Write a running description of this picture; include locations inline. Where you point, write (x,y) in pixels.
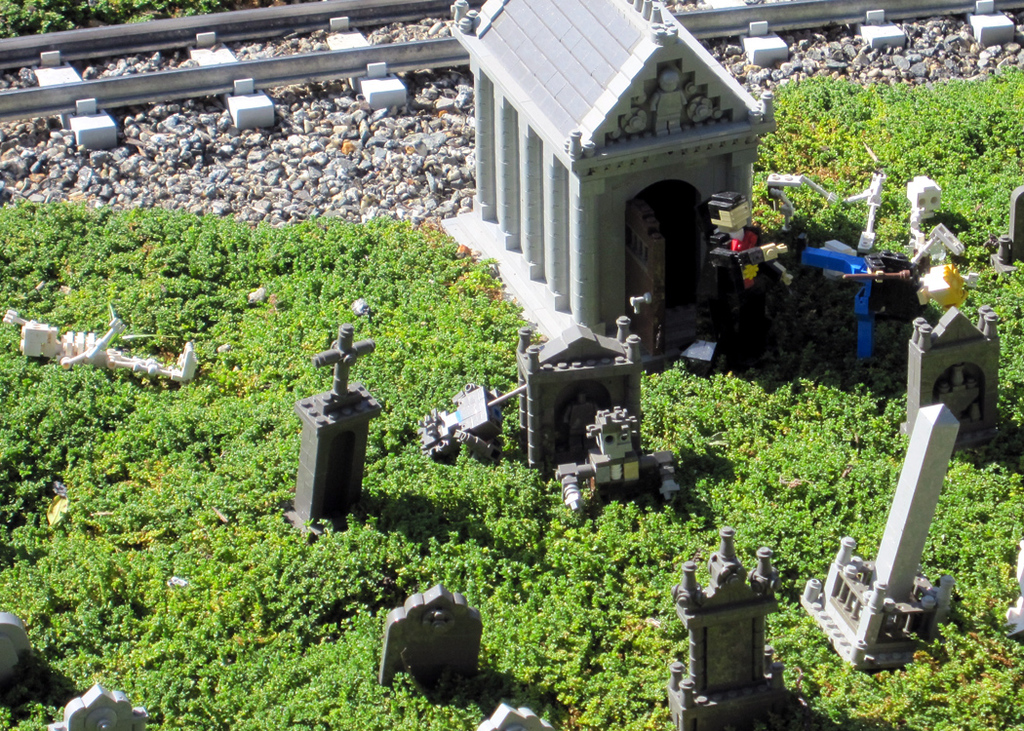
In the foreground of this image (884,529), there are depiction headstones (339,434), plants (327,573), skeleton (89,332), man (767,246), shelter (585,130), stones (265,41) and the track (216,40).
